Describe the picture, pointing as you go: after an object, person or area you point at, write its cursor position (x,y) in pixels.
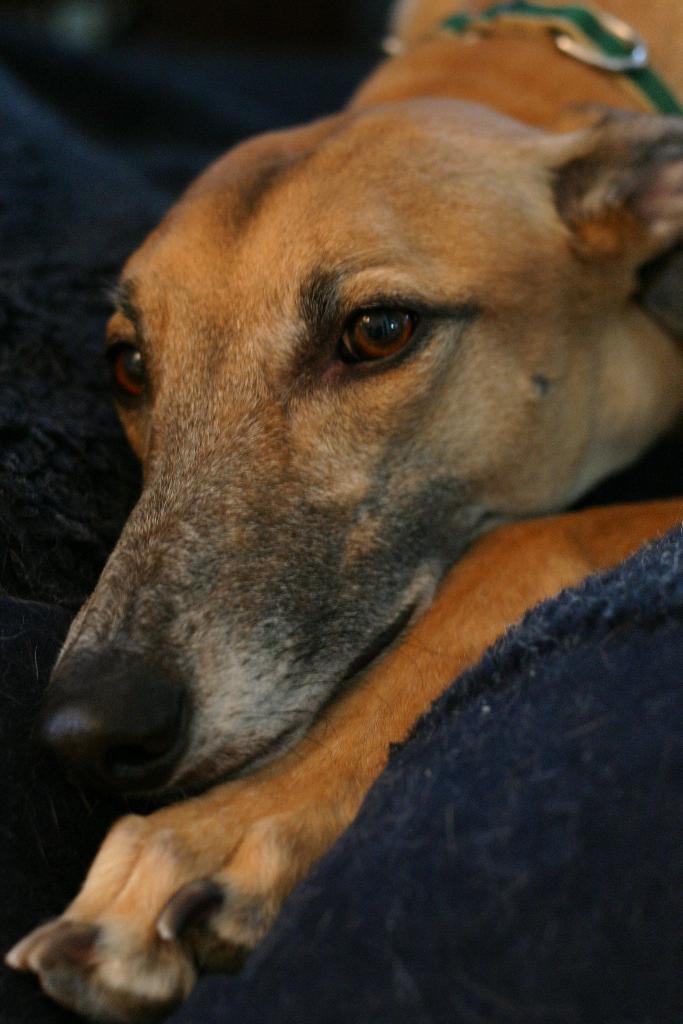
In this image I can see a blue colour cloth (25,720) and on it I can see a cream colour dog (388,276).
